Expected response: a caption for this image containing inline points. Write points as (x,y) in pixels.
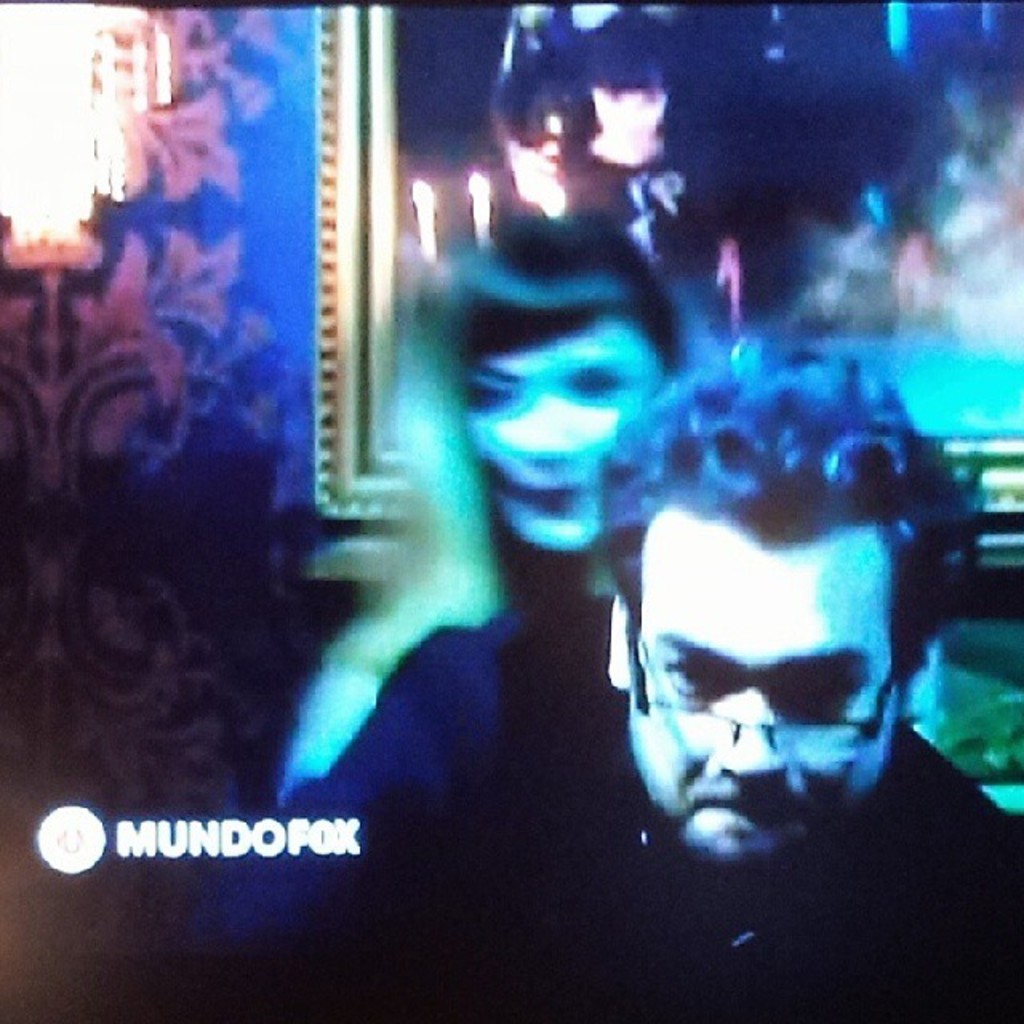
In this image there is a man (570,923) and woman (286,907) standing behind him there is a wall (214,520) with photo frame (957,133) and chandelier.
